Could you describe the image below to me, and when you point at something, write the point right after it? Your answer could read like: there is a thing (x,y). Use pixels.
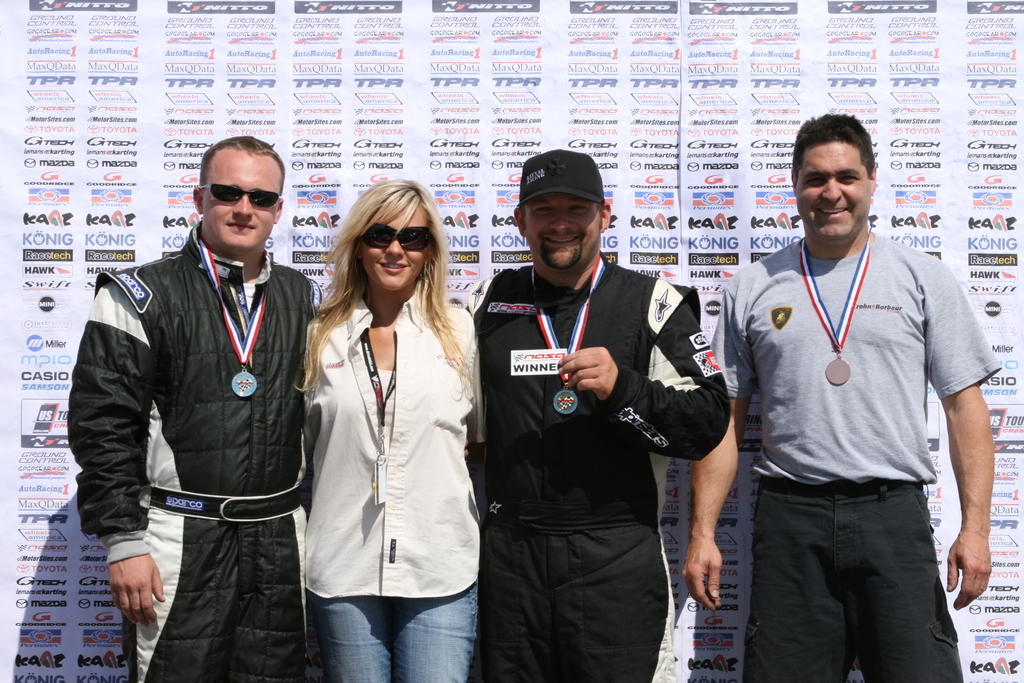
In the middle of the image (515,340) three men (663,490) and a woman (383,507) are standing and they are with smiling faces (833,231). In the background (99,148) there a few posters (87,133) with text (715,80) on them.
